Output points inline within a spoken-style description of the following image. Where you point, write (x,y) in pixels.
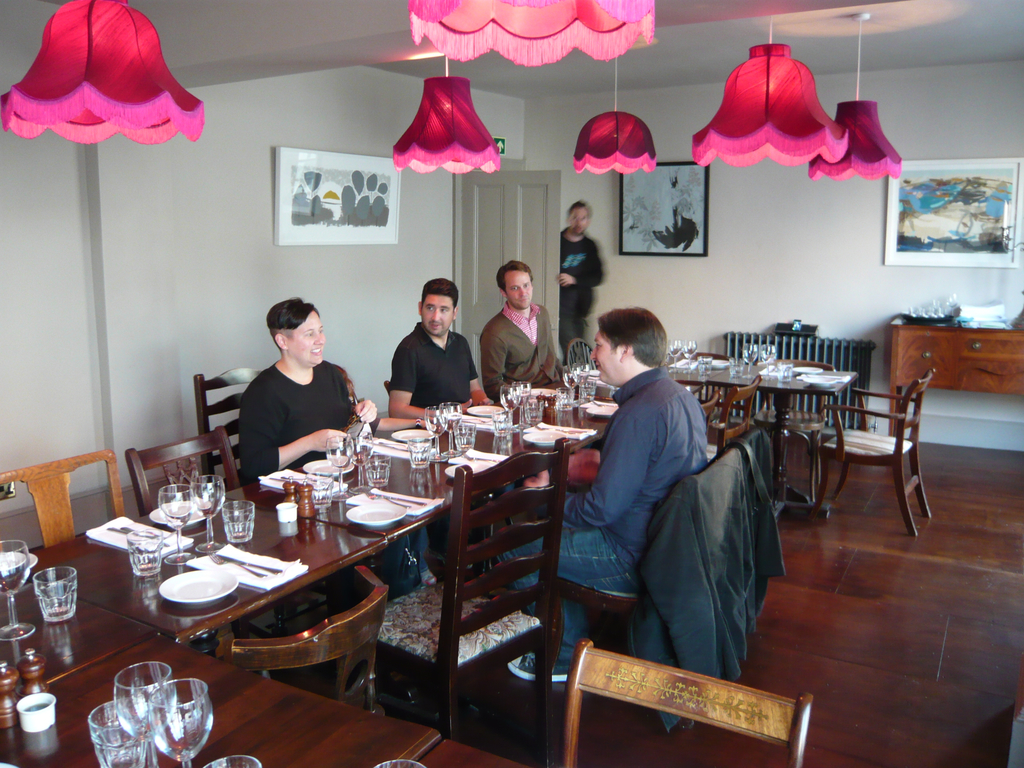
In this picture we can see four persons (427,376) sitting and one person (573,213) is standing at door (510,242) and here on table (139,594) we have glasses (3,584), plates (179,574), forks (213,554), knife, tissue paper (239,552), cups (34,721) aside to that table (501,449) chairs (480,573) and in the background (635,296) we can see wall (245,211), frames (381,210), light (813,136), cupboard (995,335).
